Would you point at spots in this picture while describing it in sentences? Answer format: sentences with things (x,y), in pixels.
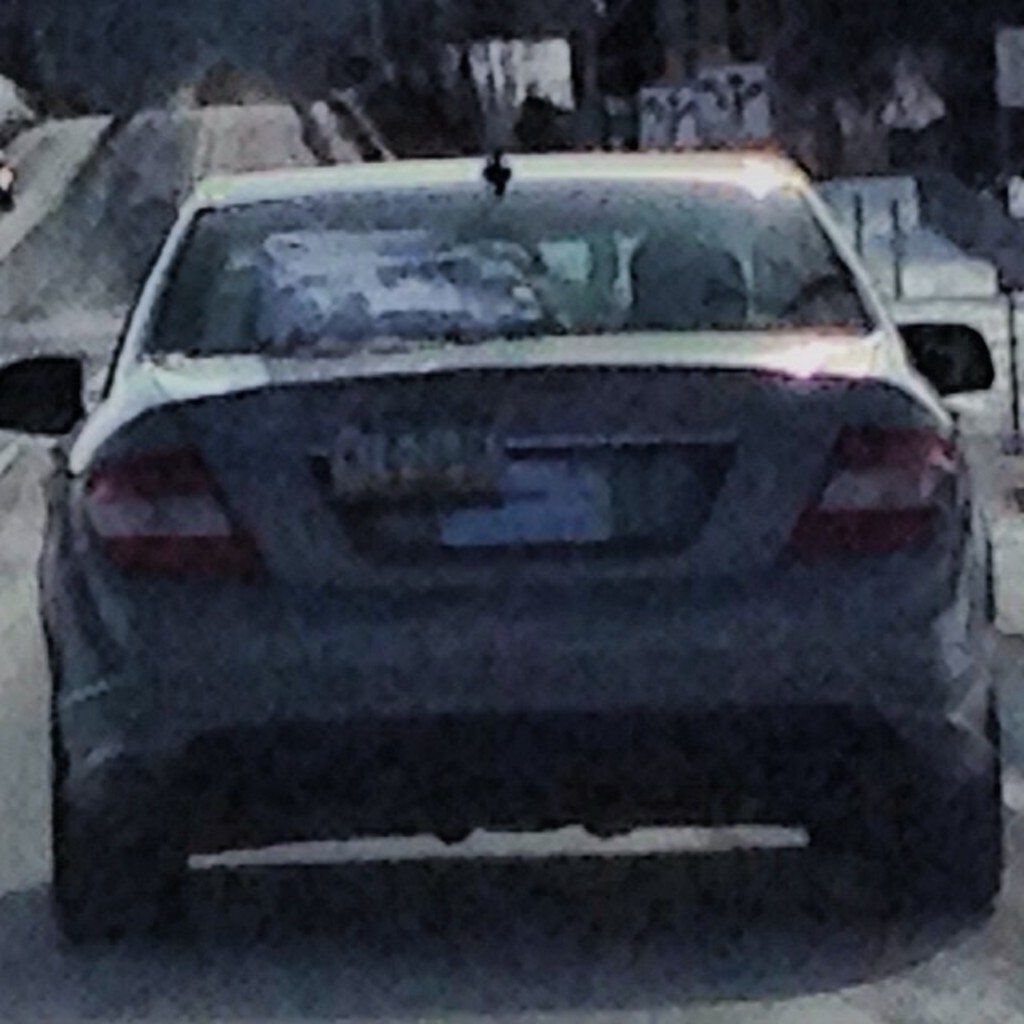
In this image in the center (440,635) there is one car (663,558) and in the background (446,30) there are some trees (440,81) and some objects (750,89), at the bottom (37,724) there is a walkway (469,967).
